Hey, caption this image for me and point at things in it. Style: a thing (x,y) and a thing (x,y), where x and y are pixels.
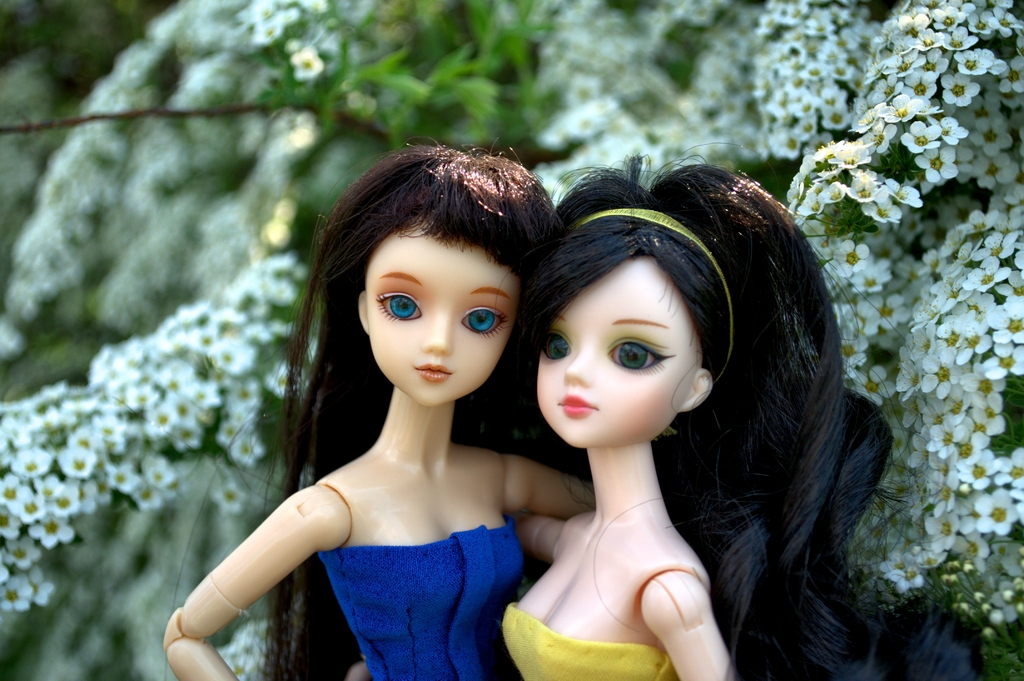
In this image we can see two dolls (424,483). One is wearing yellow color dress (543,654) and the other one is wearing blue color dress (364,587). Behind them flowers (121,473) are present.
